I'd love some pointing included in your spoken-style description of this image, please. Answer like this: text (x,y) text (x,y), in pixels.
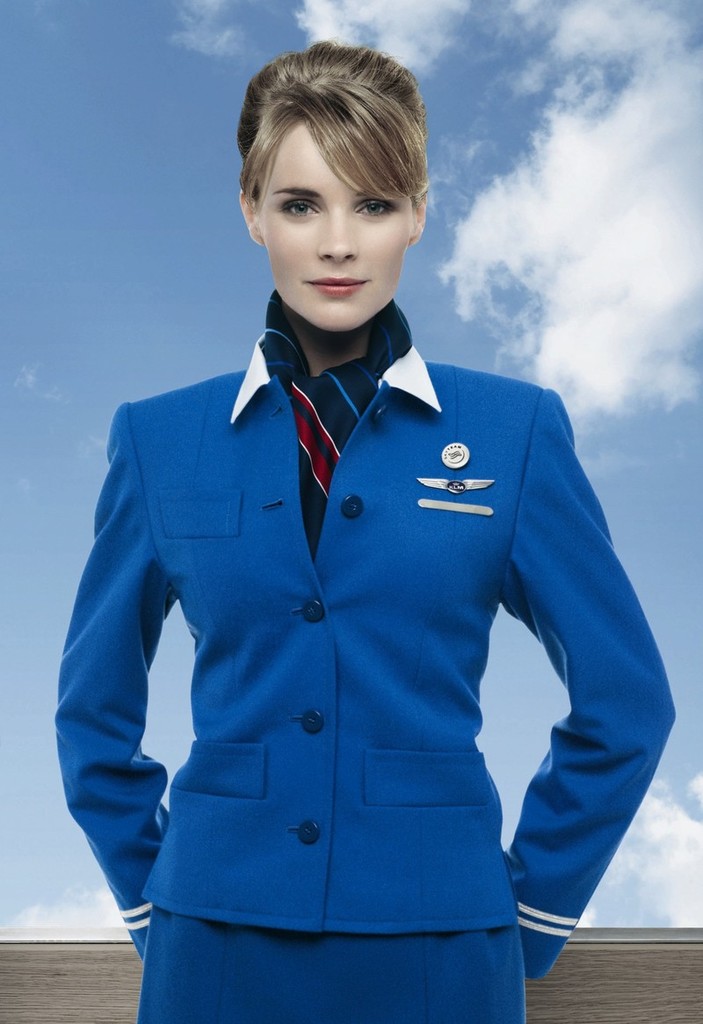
In the image we can see the woman (273,534) in the middle of the image (236,503). The woman (271,494) is wearing clothes (339,552) and she is smiling, and here we can see the cloudy sky (123,117).
